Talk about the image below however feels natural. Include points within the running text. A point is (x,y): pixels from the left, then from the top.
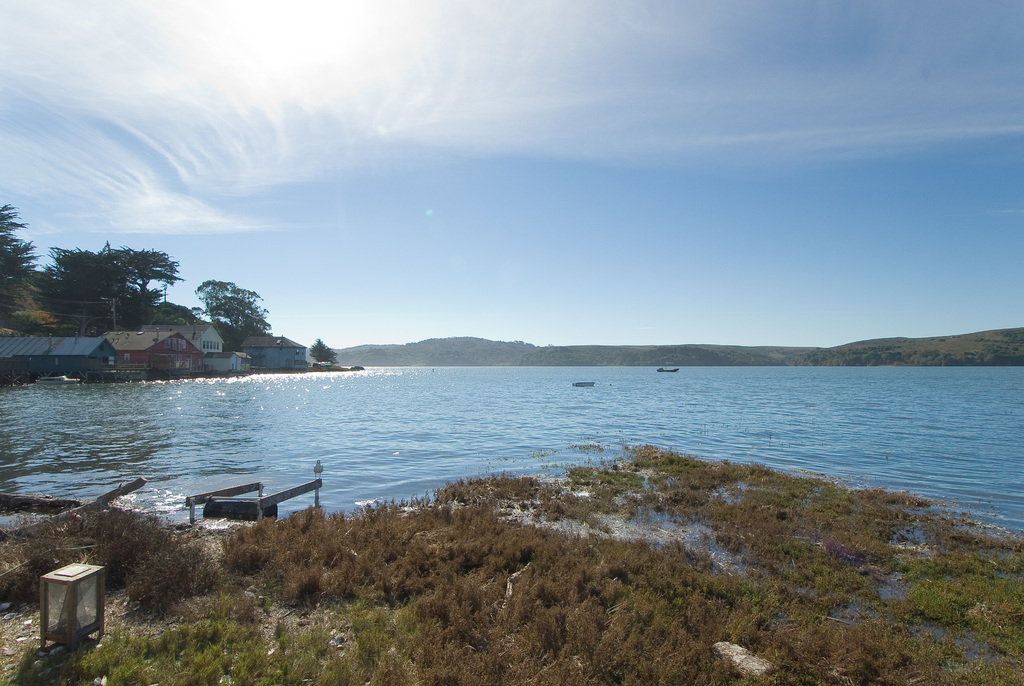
In this image I see the water (400,418) and I see the grass (574,511) over here and I see a thing (78,617) over here. In the background (322,356) I see the buildings (47,364), trees (170,304) and I see the clear sky (538,218) and I see the land (961,354) over here.
